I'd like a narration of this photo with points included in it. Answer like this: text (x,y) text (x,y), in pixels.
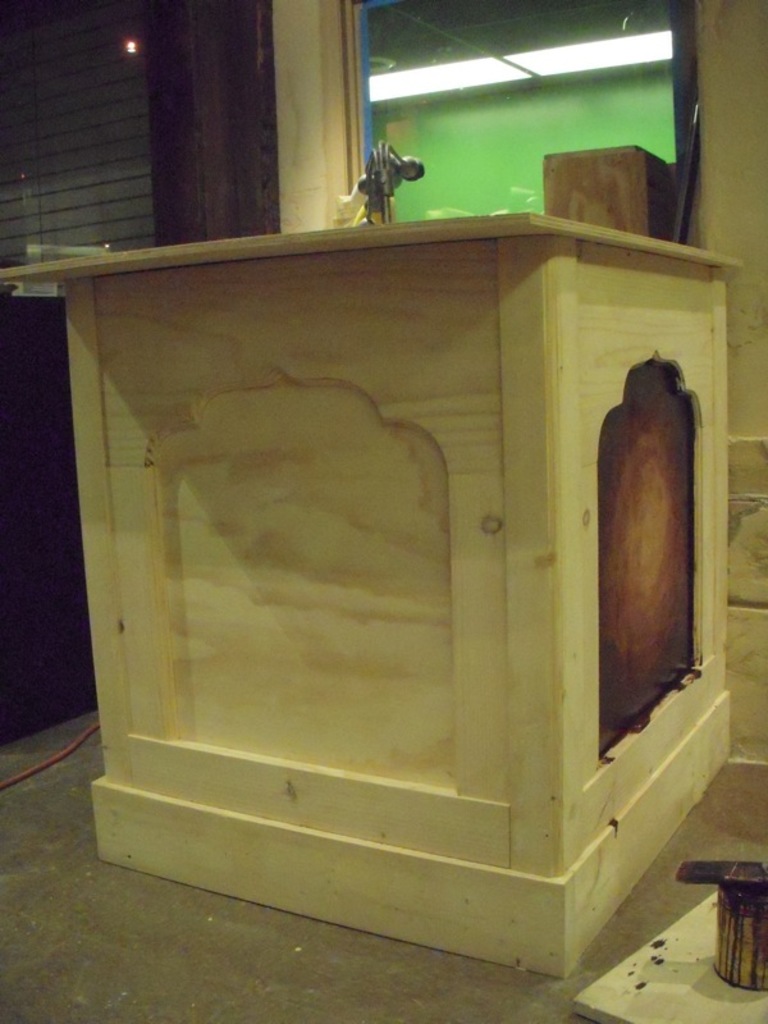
In this image, we can see a box (346,432). There is a paint bucket (744,930) and brush (732,873) in the bottom right of the image (732,873).
